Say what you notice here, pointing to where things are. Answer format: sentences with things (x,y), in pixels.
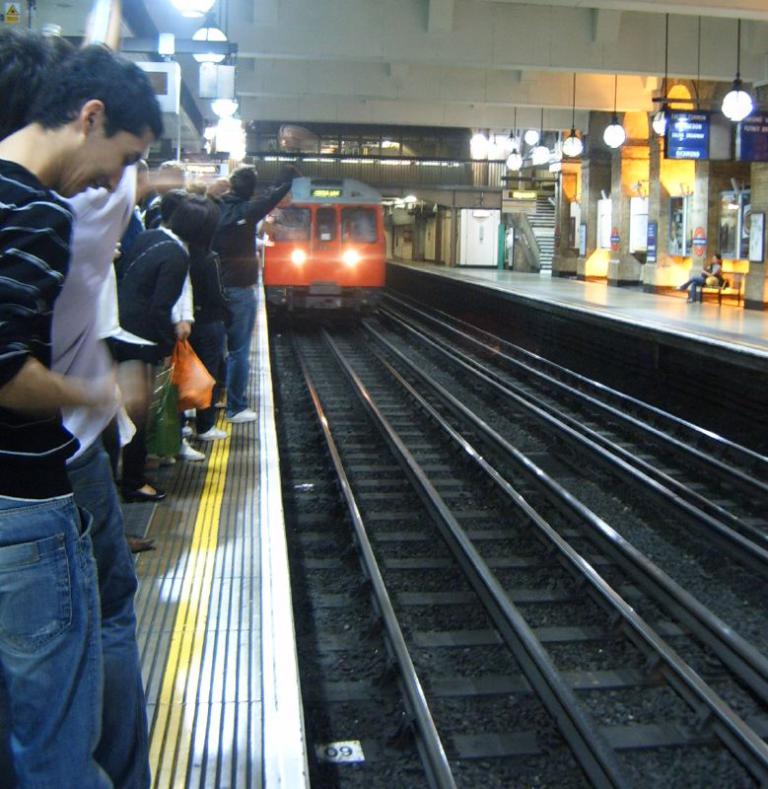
In this picture we can see a train (315,211) on a railway track (419,530) and a group of people (88,416) standing on a platform (183,704), lights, pillars (665,218), steps (543,216) and in the background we can see a person (704,276) sitting on a bench (708,285).
